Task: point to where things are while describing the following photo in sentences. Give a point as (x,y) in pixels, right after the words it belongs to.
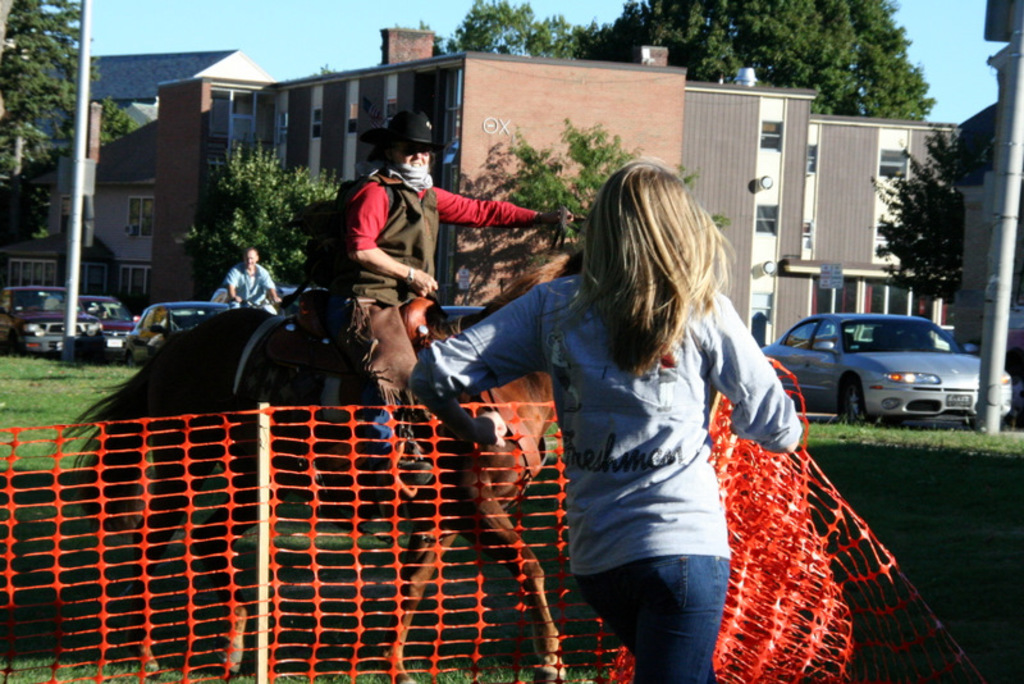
In this image I can see two people (440,345) where one is sitting on a horse (355,395). In the background (246,294) I can see one more person (232,280), few vehicles (61,333), buildings (316,162) and number of trees (42,61). I can also see she is wearing a hat (381,132).
